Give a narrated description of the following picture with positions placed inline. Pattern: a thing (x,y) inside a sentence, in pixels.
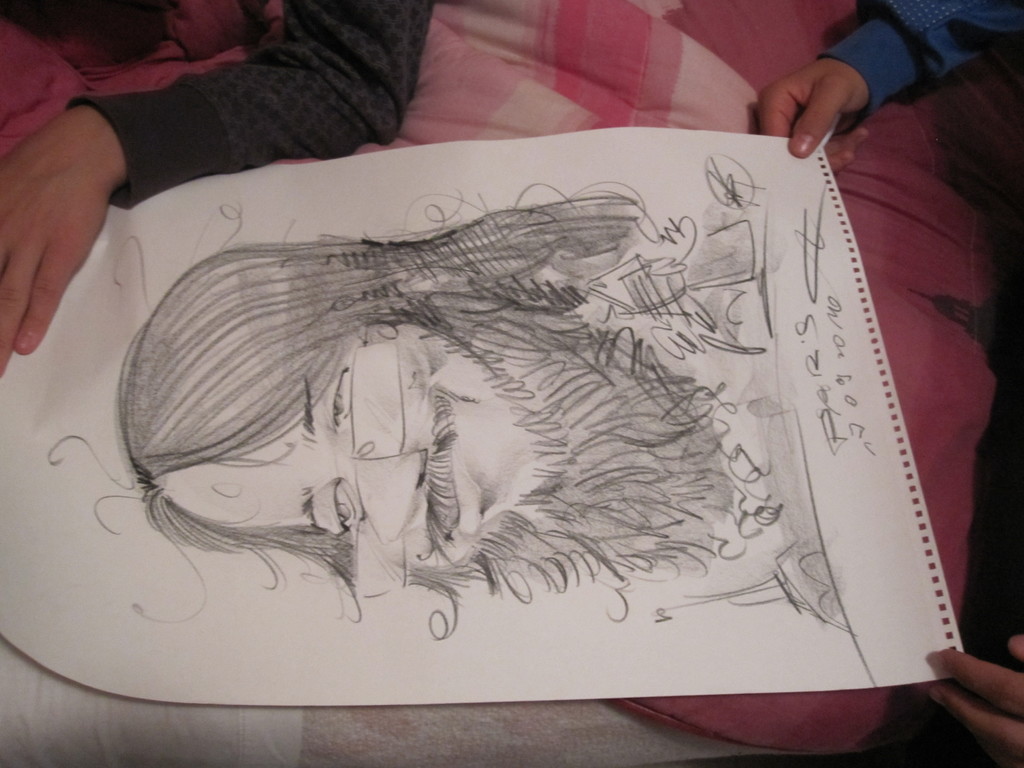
We can see people hands (822,124) holding a paper (311,208), on this paper (423,229) we can see drawing of a person (450,231) and we can see cloth (683,87).
